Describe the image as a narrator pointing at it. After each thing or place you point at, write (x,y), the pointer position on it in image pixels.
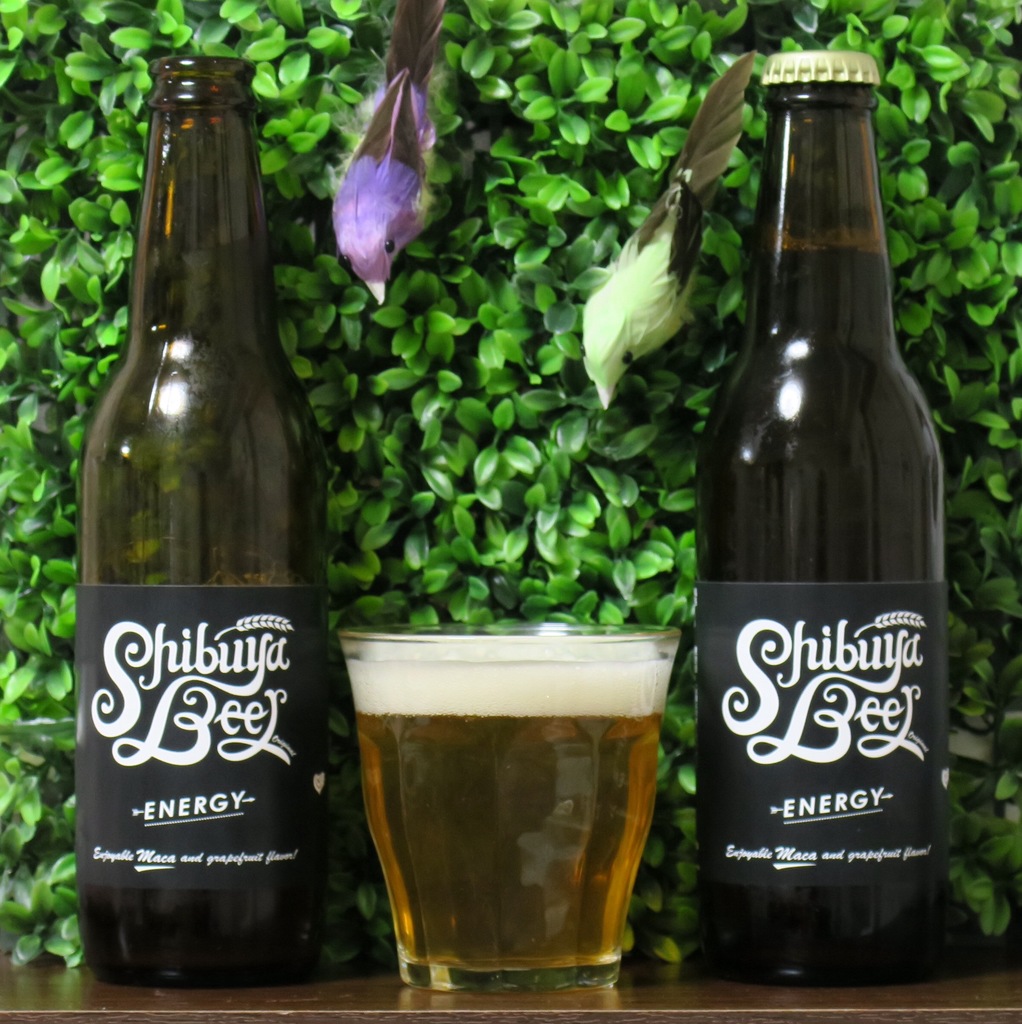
In this image I can see two bottles (762,601), a glass (634,680), two birds (351,158) and leafs (441,491).
